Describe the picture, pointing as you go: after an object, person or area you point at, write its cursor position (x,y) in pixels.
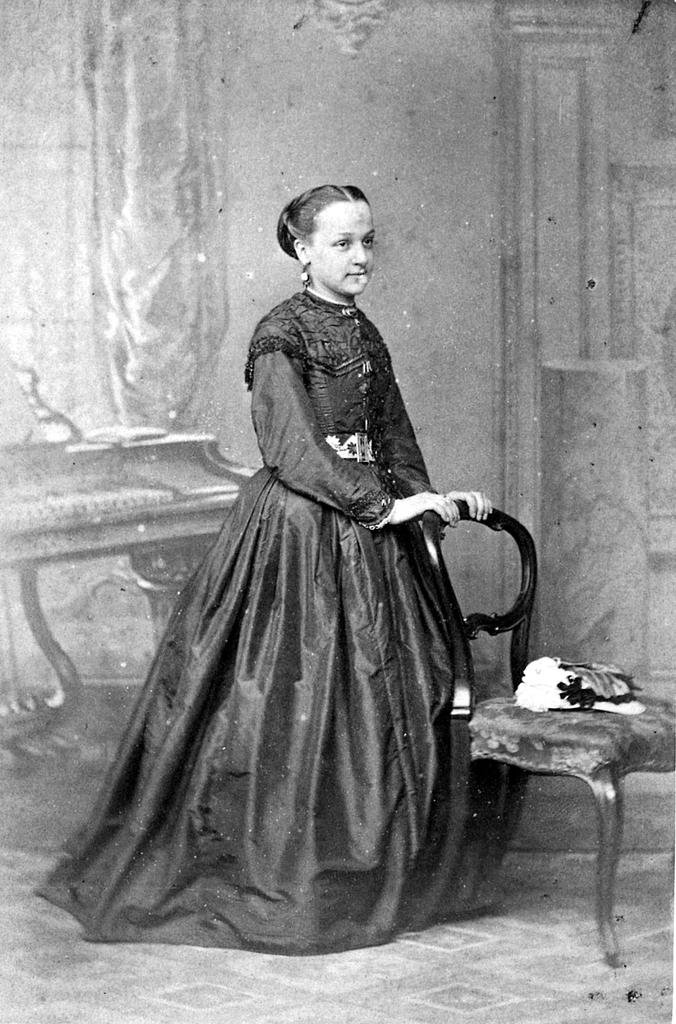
This picture is clicked inside a room (525,354). Woman (287,326) in black dress (275,560) standing in the middle of the picture (349,471) and she is holding chair (463,695) with her hands (427,501). Beside her, we see a chair (563,733) on which some white color cloth (566,667) is placed on it. Behind her, we see a wall (238,161) and table (157,510).
